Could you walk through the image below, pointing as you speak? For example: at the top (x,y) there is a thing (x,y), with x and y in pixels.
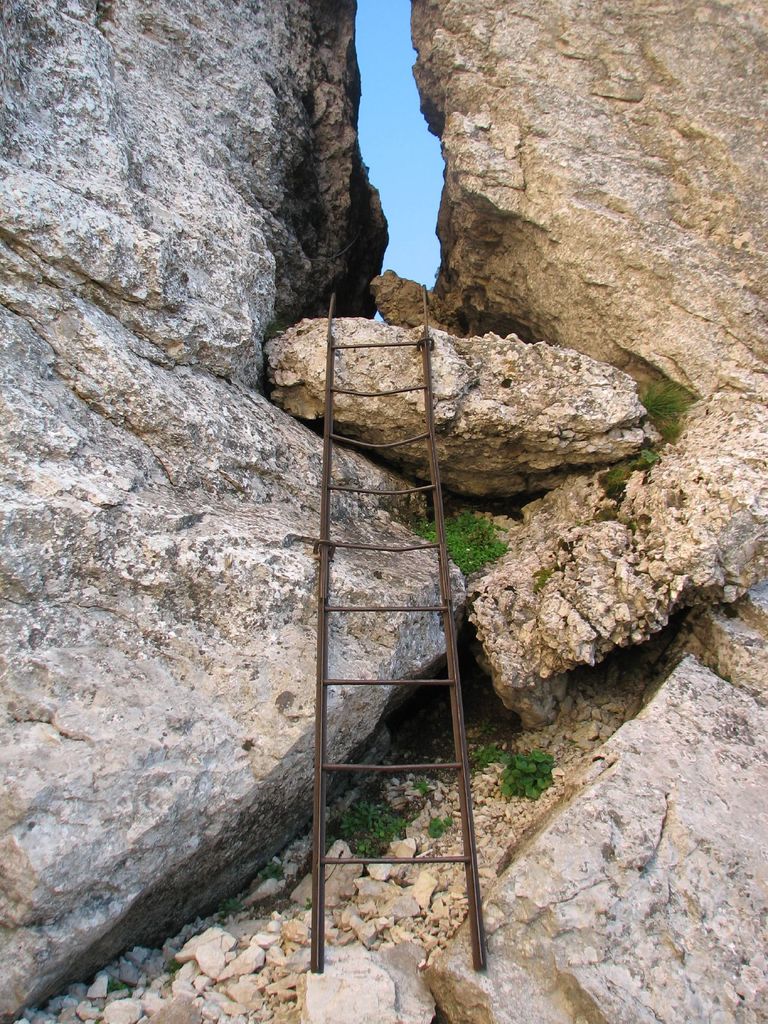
In this image I can see a ladder (321,834) which is made of metal (324,874) which is brown in color on the rocks (367,950). I can see few plants (541,781) and some grass (655,410). I can see few mountains (217,492) and the sky (402,10) in between them.
